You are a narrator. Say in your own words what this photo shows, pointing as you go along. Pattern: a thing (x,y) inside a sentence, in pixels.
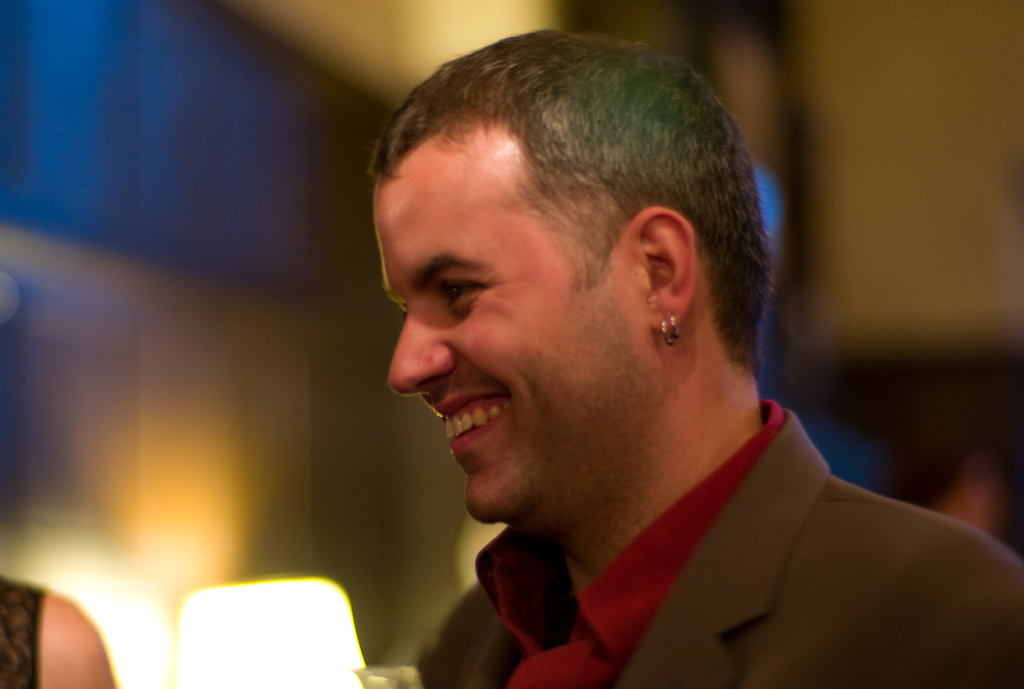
In the foreground of the picture (615,335) there is a person (488,407) smiling. In the bottom left (314,641) there is lamp (274,640). On the left (33,669) there is a person's shoulder (30,688). The background (188,417) is blurred.
